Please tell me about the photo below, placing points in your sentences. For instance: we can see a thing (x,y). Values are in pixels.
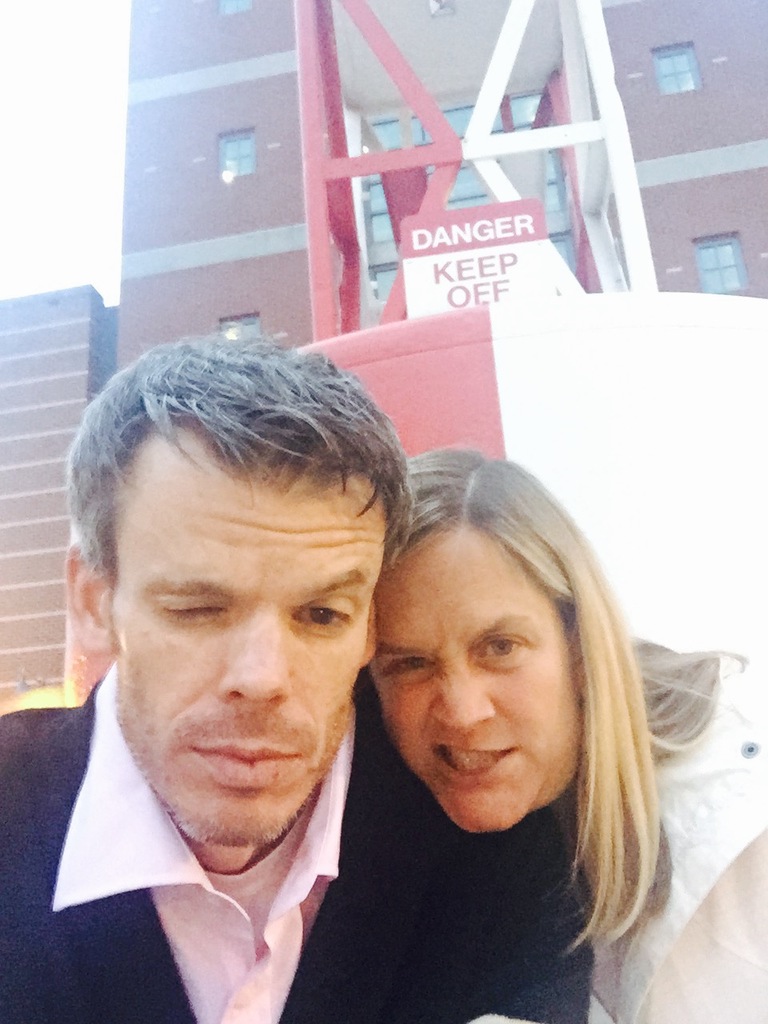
In the foreground of the picture (380,775) there is a couple (432,661). In the center (449,344) there is a tower (437,202). In the background (221,249) there is a building (551,162).
